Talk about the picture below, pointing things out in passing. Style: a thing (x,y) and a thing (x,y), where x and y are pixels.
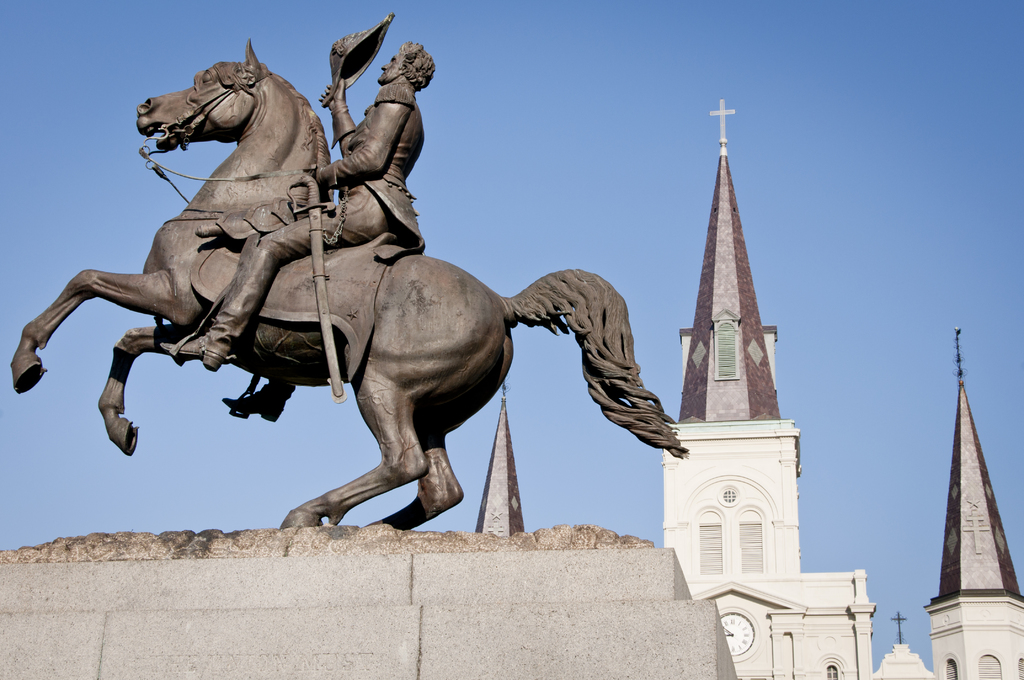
In this image there is a statue (252,282) of a horse (346,377) on which there is a man (345,117), on the left side (245,398). In the background (769,592) it seems like a church (898,645). At the top (914,109) there is the sky (967,334). There is a wall clock (740,628) fixed in the middle of the wall (749,617). At the top of the church (719,173) there is a cross symbol (724,140).
